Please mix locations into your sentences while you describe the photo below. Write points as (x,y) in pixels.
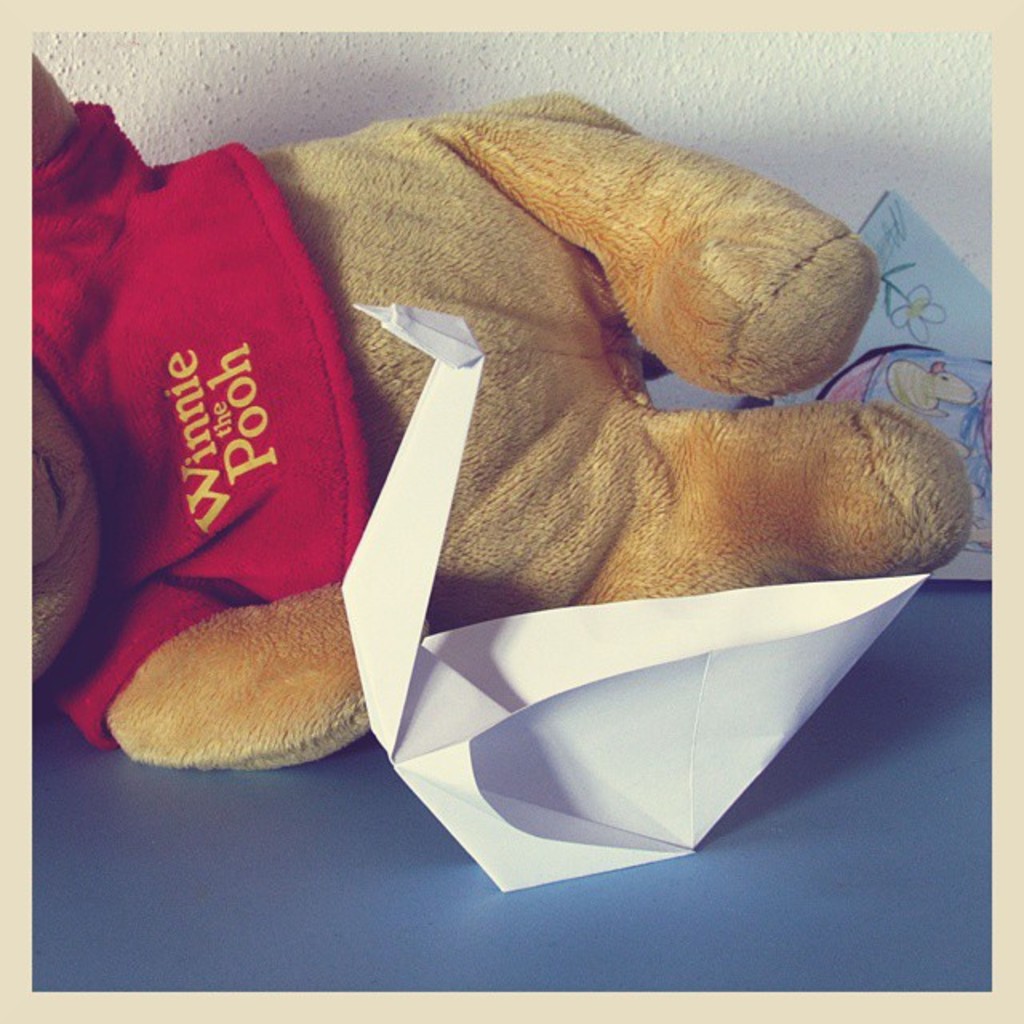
In this picture we can see a teddy bear (637,368) on a platform (960,648).
